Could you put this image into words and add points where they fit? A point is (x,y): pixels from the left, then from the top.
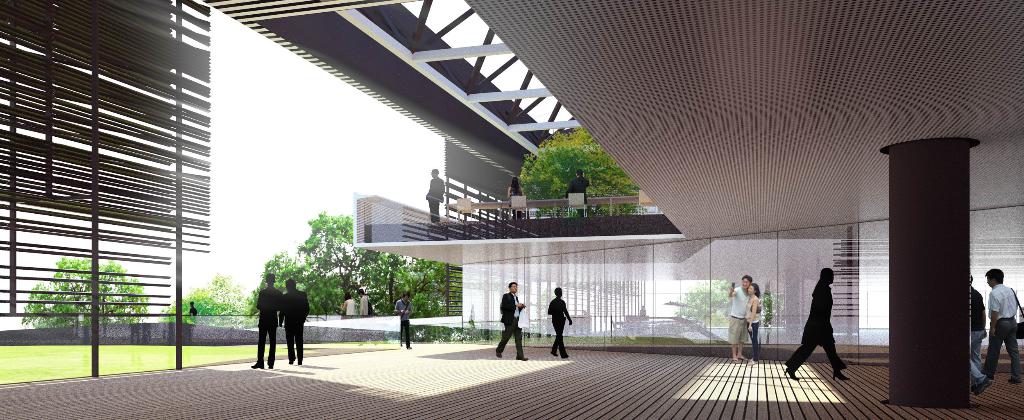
This looks like an edited image. There are few people (510,314) walking and few people (751,313) standing. This is a building (725,192). I can see a pillar (928,315). I think these are the glass doors (640,289). I can see the trees (313,275). This is the grass (118,353).
